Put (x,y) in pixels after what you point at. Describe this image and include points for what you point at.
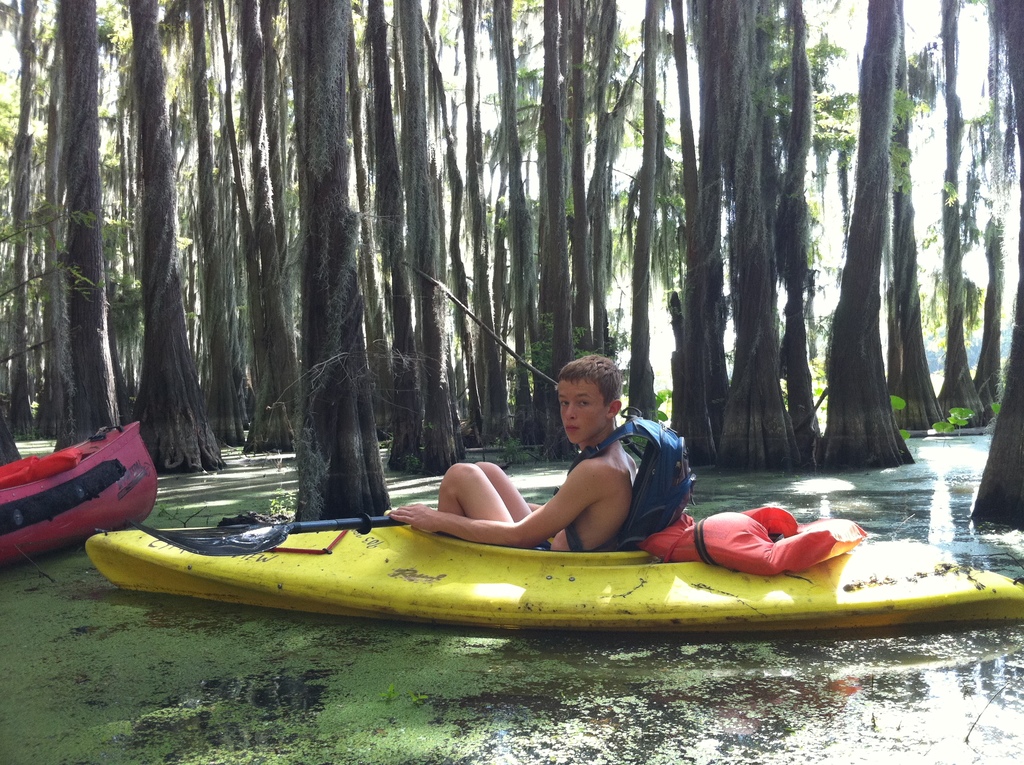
In this picture I can see there is a boy (606,452) sitting in the boat (840,588) and he is wearing a bag (654,446) and there is a life jacket (744,543). The water (196,511) is dirty and there is another boat (99,486) on top left side and there are trees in the backdrop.
